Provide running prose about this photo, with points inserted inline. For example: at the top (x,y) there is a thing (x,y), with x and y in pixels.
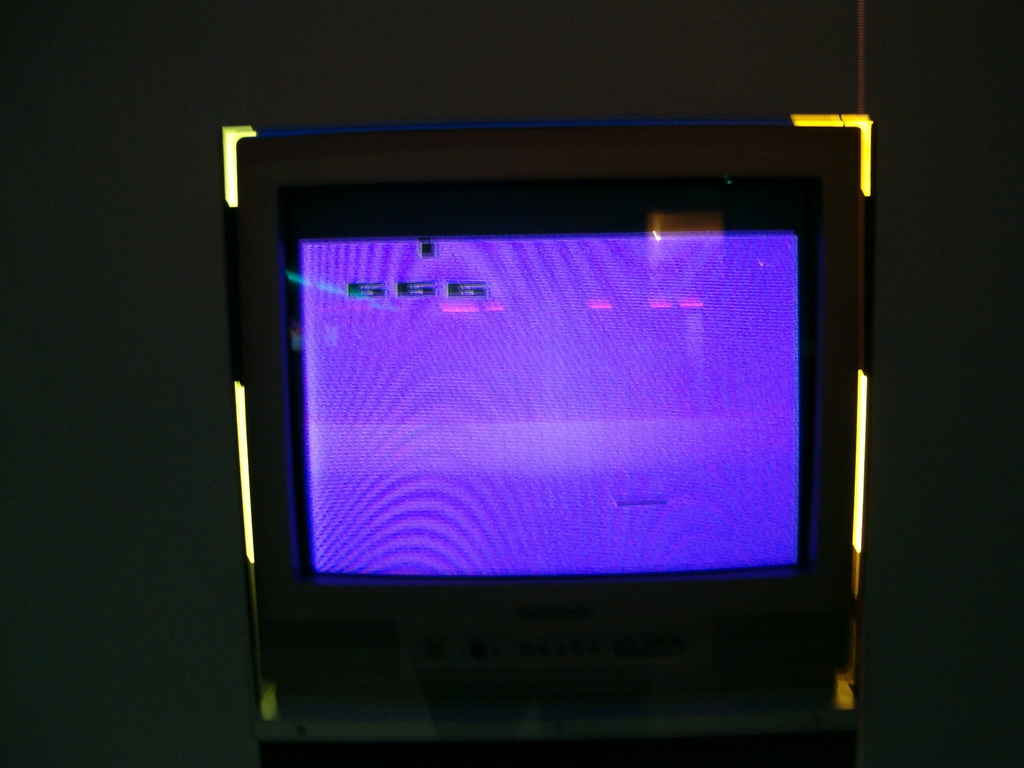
This is a zoomed in picture seems to be clicked inside. In the center (625,433) there is a television (781,579) seems to be attached to the wall (168,116).
